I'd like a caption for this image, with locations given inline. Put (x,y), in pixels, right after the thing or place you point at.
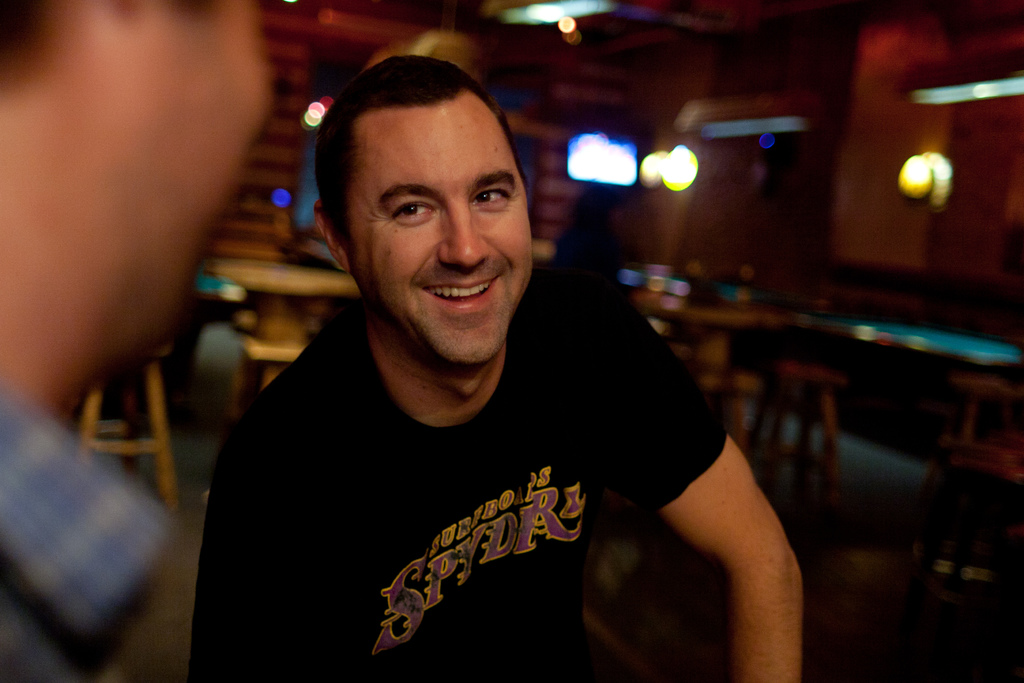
In the image we can see a man (444,480) wearing clothes (426,515) and the man (431,350) is smiling. On the left side of the image (46,306) there is another person (74,345) wearing clothes (24,586). Here we can see the chairs (825,400) and the tables (256,271). The background (225,236) is blurred.
